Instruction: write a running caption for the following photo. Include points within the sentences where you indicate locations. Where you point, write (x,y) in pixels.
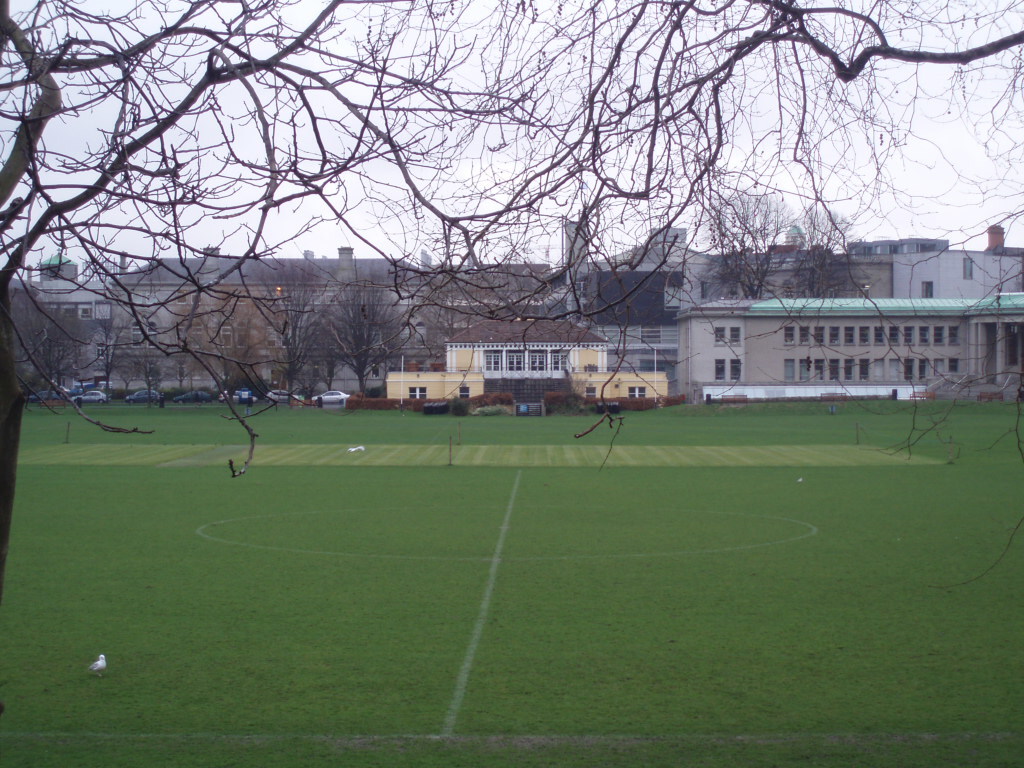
In this image I can see buildings (901,275), in front of buildings (389,383) I can see there is a ground (749,404), vehicles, trees (754,206), at the top (883,174) there is the sky (551,187).
